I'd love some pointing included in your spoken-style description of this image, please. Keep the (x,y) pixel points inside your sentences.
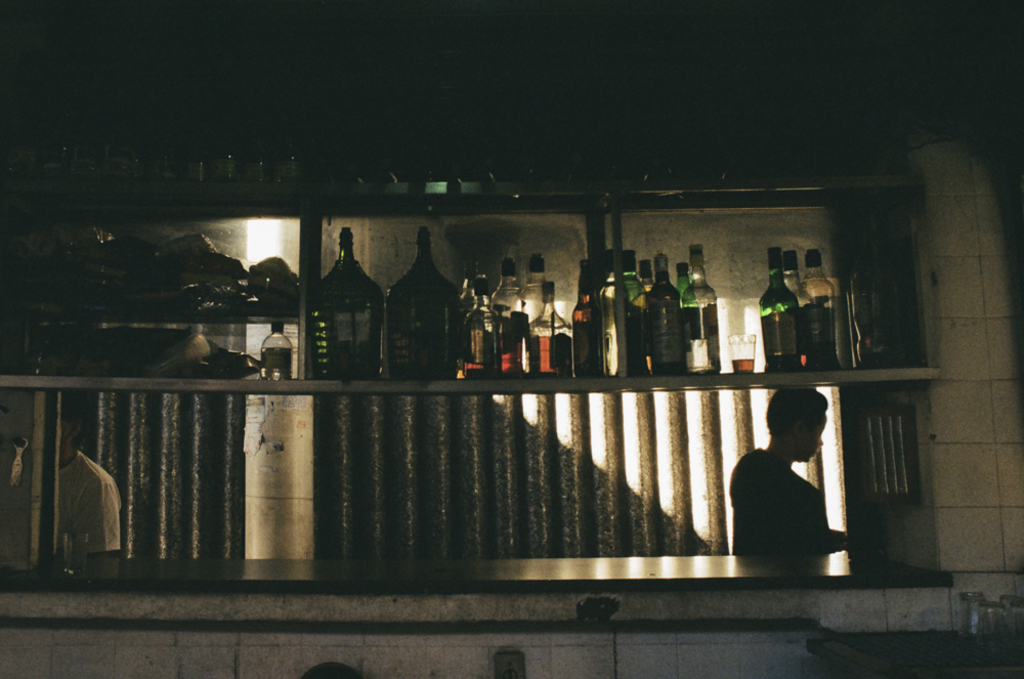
To the top side (595,223) there is a cupboard (402,208) with many bottle (411,309) on it. And to the left side (110,500) there is a man (72,506) standing. And to the right side (783,453) there is another man (789,447) standing. And to the right bottom corner (923,649) there is a table (915,650) with glasses (986,617) on it.
